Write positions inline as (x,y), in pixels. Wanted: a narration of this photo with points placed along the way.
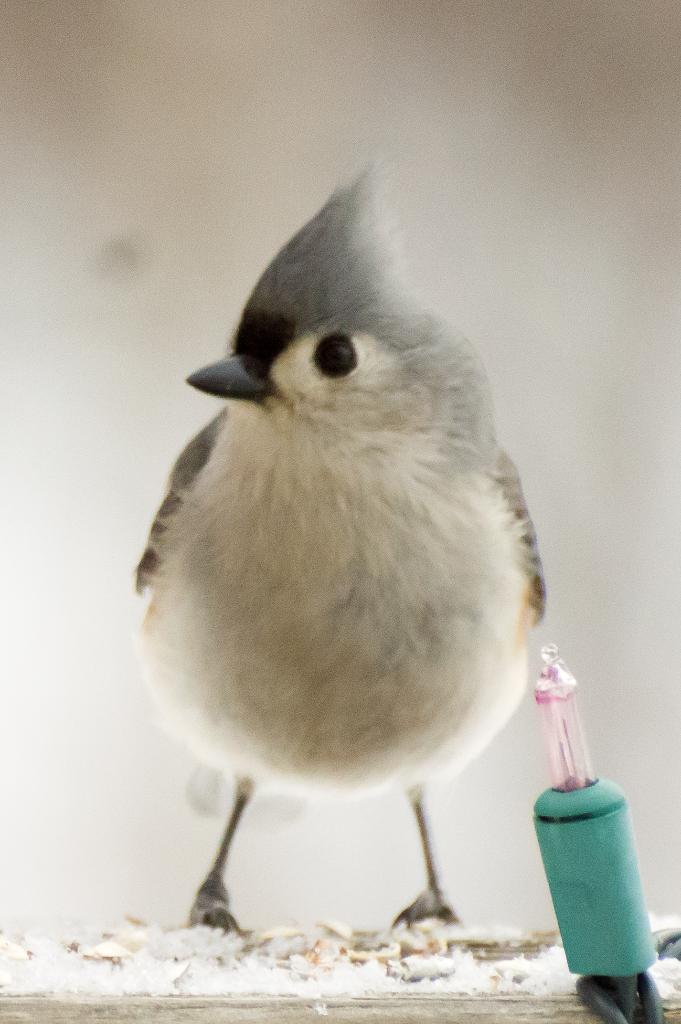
In this image we can see a bird (248,513). Also there is a small bulb (573,737). At the bottom (188,952) we can see few things (286,973).
